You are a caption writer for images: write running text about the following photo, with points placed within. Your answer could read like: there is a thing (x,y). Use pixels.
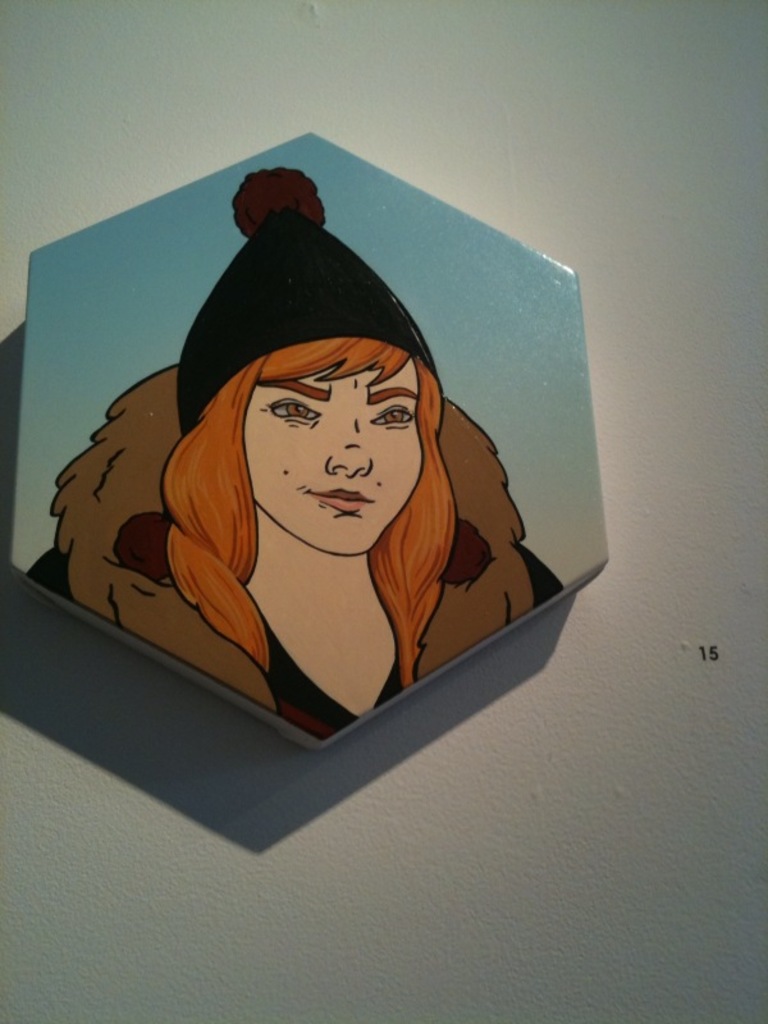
In this image there is a wall (380,984) for that wall (613,958) there is a frame (500,632), on that frame (246,548) there is a painting (336,309) of a lady (424,494).
